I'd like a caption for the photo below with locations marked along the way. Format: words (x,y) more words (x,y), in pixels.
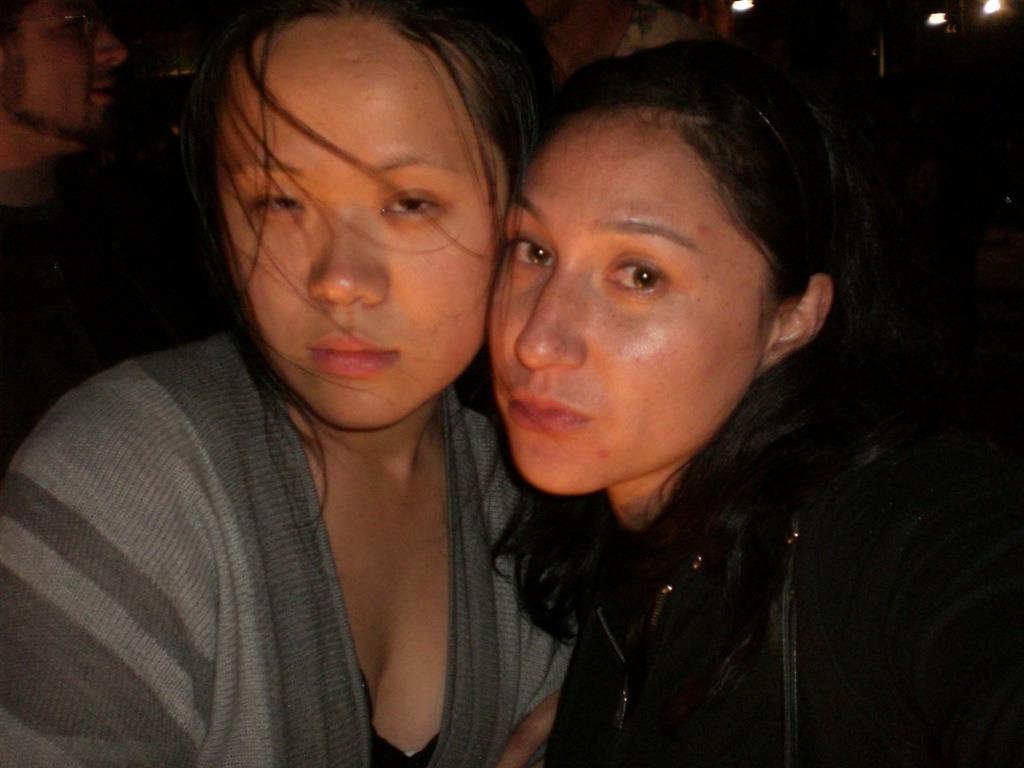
In this image there are a few people (347,330). The background (994,260) is dark.
